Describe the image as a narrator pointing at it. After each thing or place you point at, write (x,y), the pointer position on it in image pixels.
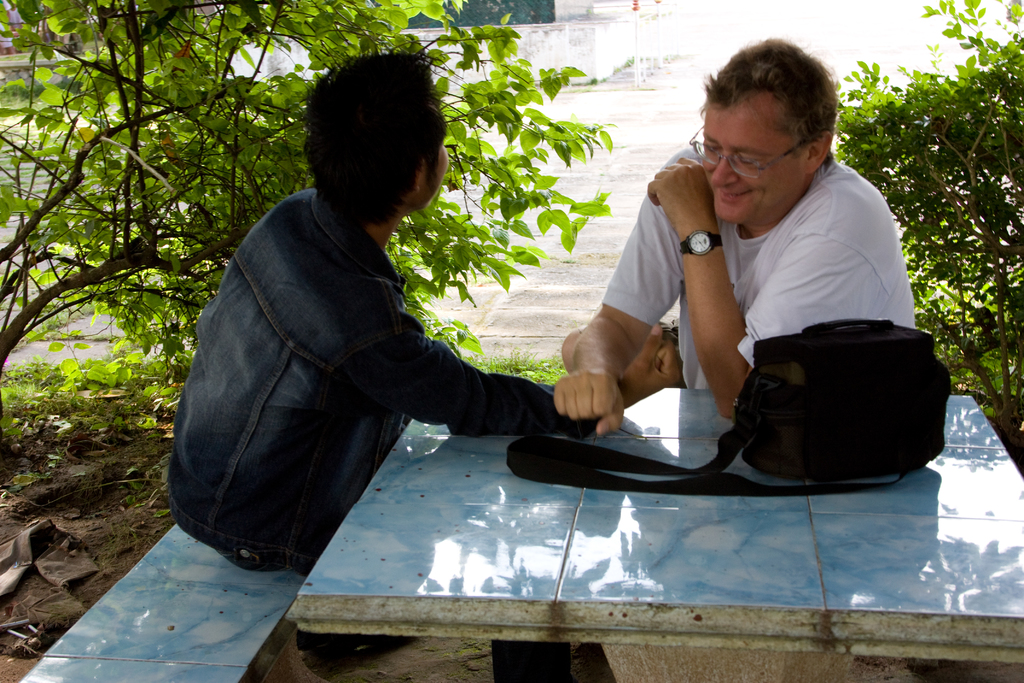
On the background (456,54) we can see plants (441,56). We can see two men (318,305) sitting here. And here on the table (893,497) we can see a black colour bag (819,458). This man (760,162) wore spectacles (780,155) and watch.
